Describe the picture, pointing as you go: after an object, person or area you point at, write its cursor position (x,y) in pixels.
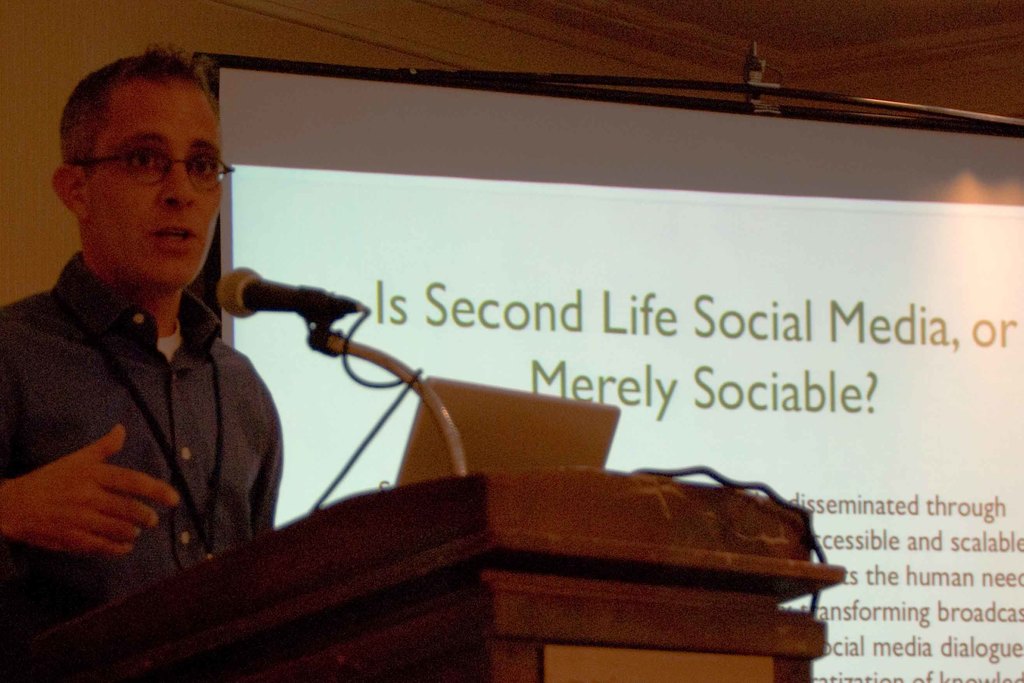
In this picture we can see a man (231,543) standing in front of a podium (405,533), we can see a microphone (322,349) and a laptop (444,434) here, in the background (805,428) there is a projector screen (818,416).
